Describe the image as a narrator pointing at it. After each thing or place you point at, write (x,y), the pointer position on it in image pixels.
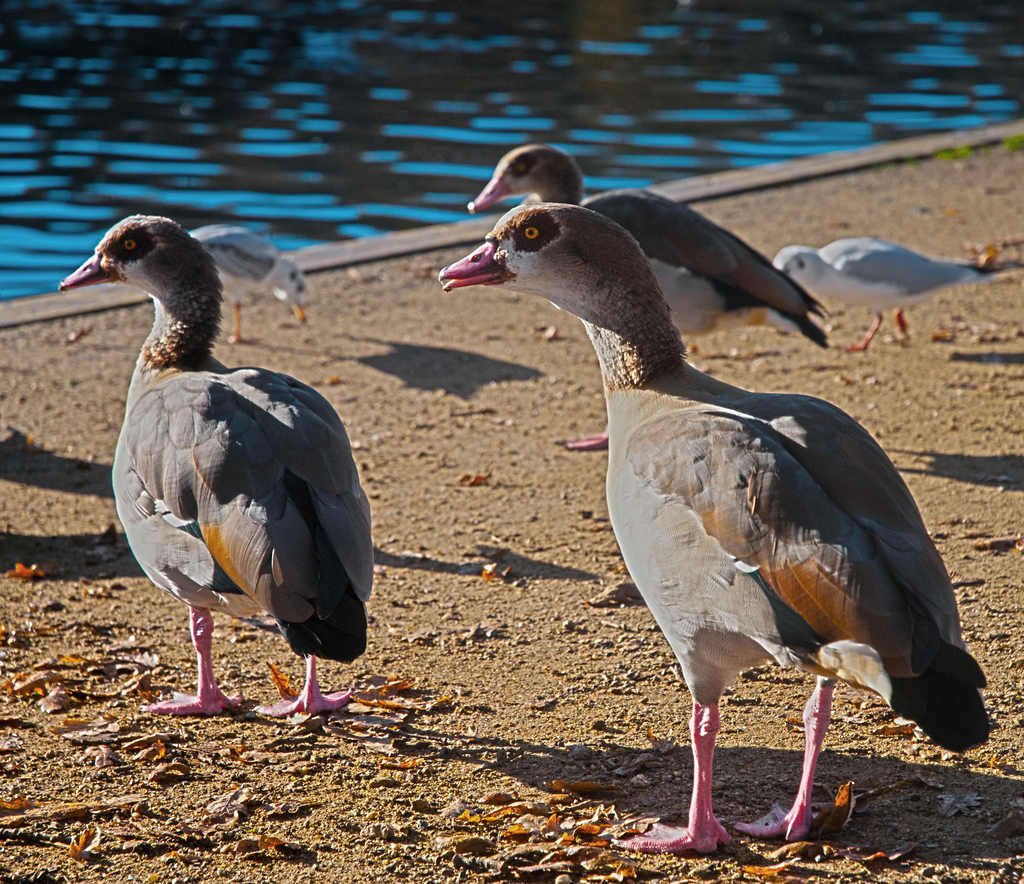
In this picture we can see few birds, in the background (428,196) we can see water (396,133).
